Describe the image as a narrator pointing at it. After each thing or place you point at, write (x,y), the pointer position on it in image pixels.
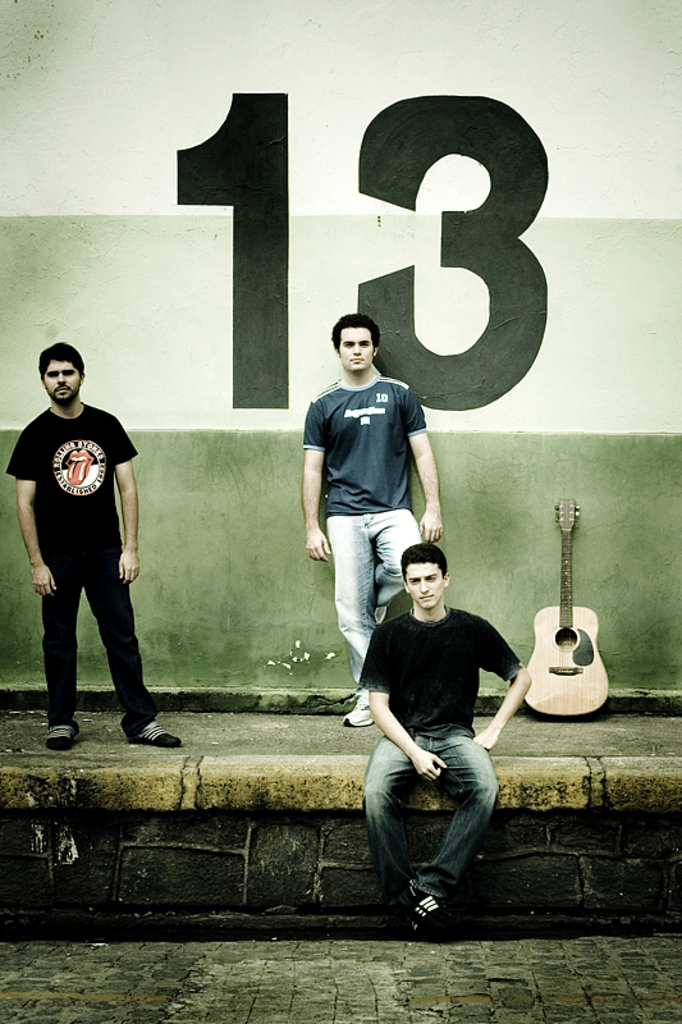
There is a person (453,723) in black color t-shirt (453,723), sitting. In the background (385,501), there are two persons (89,534) standing, there is a wall (289,166) painted with number thirteen (512,260) and a guitar (549,699) on the floor (548,719).
